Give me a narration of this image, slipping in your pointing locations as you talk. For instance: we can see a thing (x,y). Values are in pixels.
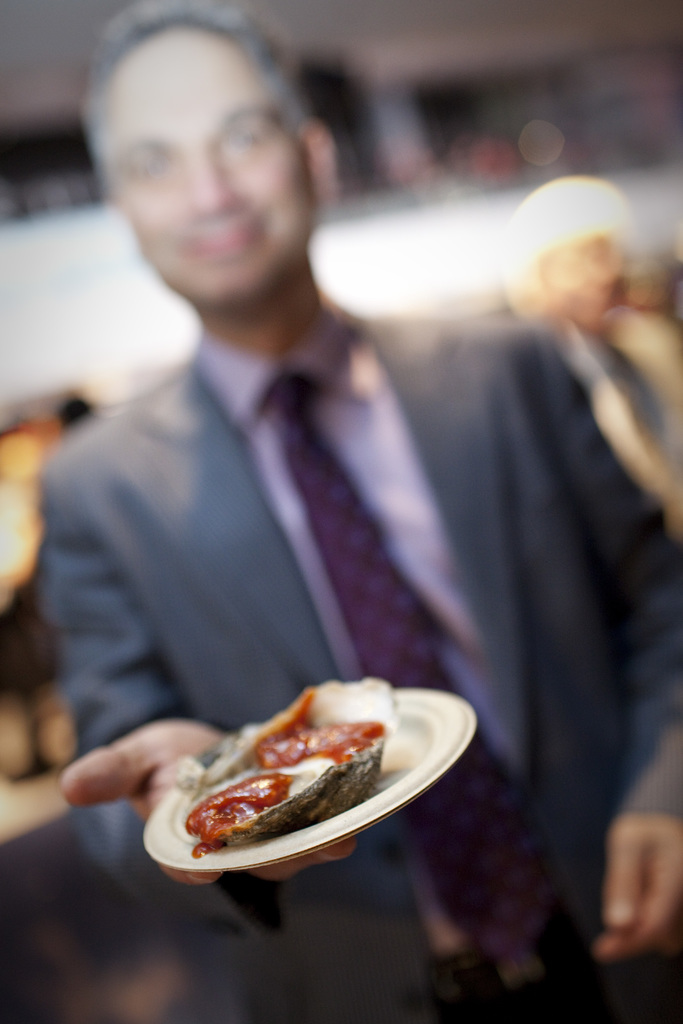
In the image we can see a man (377,471) wearing clothes (291,480) and holding a plate (181,841) in hand (198,871), the plate (405,736) is white in color and on the plate (323,836) there is a food item (315,760). The background (468,240) is blurred.
